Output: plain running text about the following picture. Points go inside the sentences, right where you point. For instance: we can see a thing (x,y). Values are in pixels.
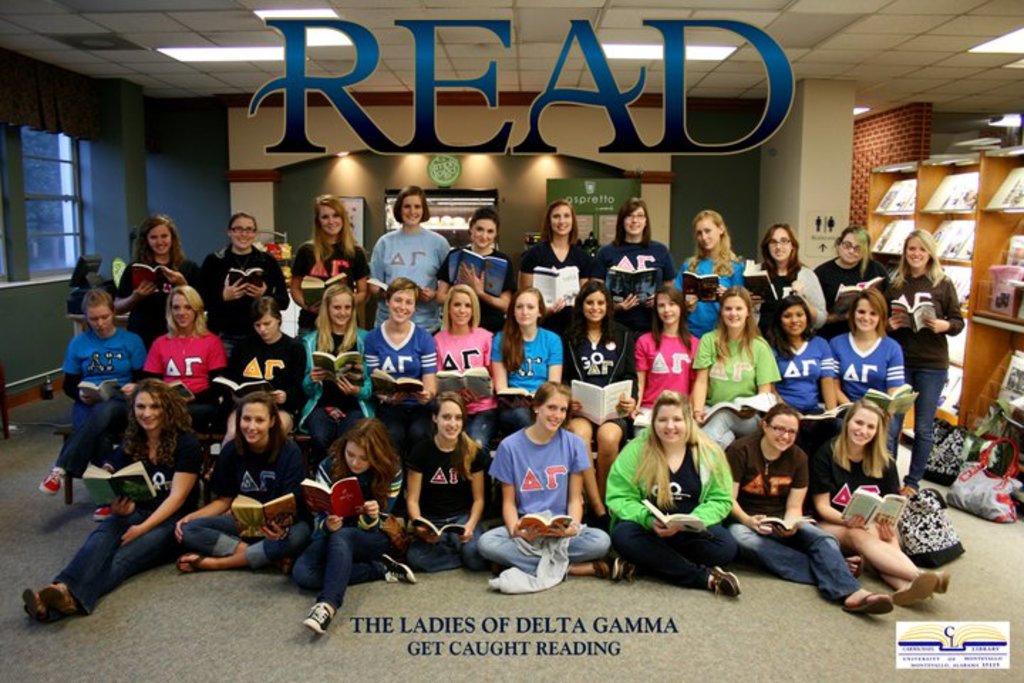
In this picture we can see a group of women (162,253) where some are sitting on the floor (70,522) and some are sitting on chairs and some are standing and holding books (886,511) with their hands (840,310), windows (76,172), curtains (58,95), lights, poster (594,190), frame (363,214) on the wall (380,214), bags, racks (919,198) and some objects (1014,265).
